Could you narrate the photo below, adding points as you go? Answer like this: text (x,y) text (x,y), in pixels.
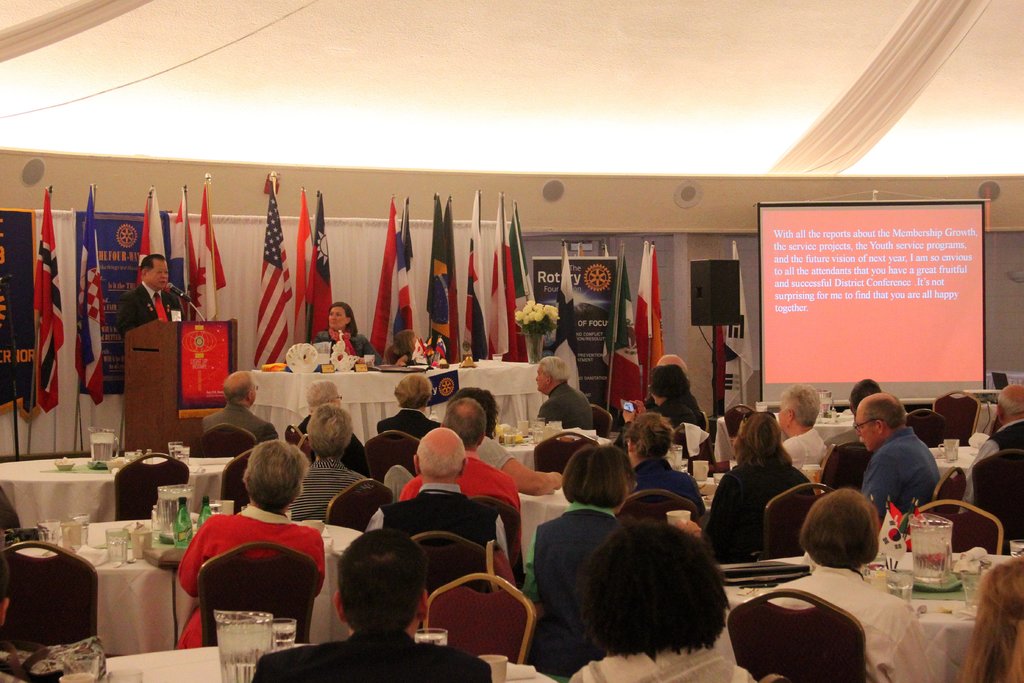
This is a picture of a conference. In the foreground of the picture (263,418) there are many people (427,427) seated in chairs (489,562). In the foreground (945,567) there are many tables (953,567), on the tables (93,495) there are glasses (118,546), jars (239,641), bottles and food items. In the background of the left there is a stage (347,258), on the stage (219,322) there is a person (155,270) standing in front of podium (151,381) and talking. In the center of the background (270,367) there is a woman (347,311) seated in front of the desk (312,374), on the desk (295,382) there are flags (430,352) and several other object (283,369). On the stage (172,262) there are many flags (436,263). On the top right (923,218) there is a screen (854,287). Beside the screen (770,302) there is a speaker (718,287). On the top (497,72) it is ceiling (614,43).
